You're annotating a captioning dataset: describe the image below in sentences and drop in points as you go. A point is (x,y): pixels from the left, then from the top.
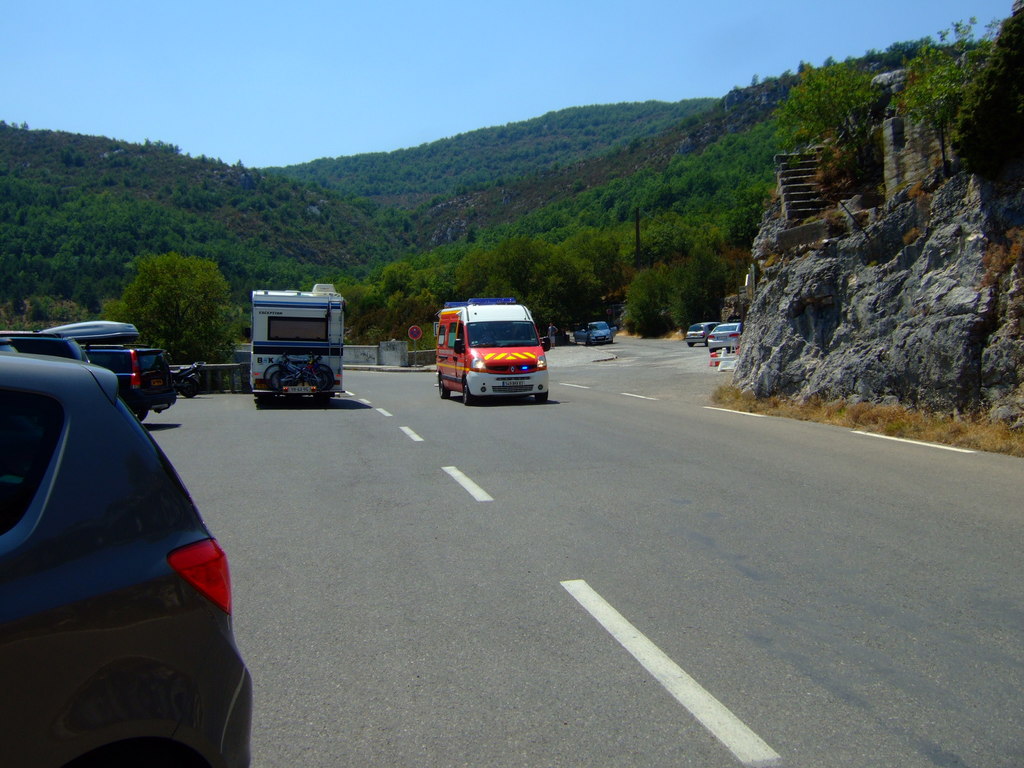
This picture is clicked outside, we can see the group of vehicles (499,351) seems to be running on the road (602,374). In the background (366,53) there is a sky (622,12), trees (614,236), hills (541,218), stairs (782,206) and rocks (936,306) and some other items (417,356).
